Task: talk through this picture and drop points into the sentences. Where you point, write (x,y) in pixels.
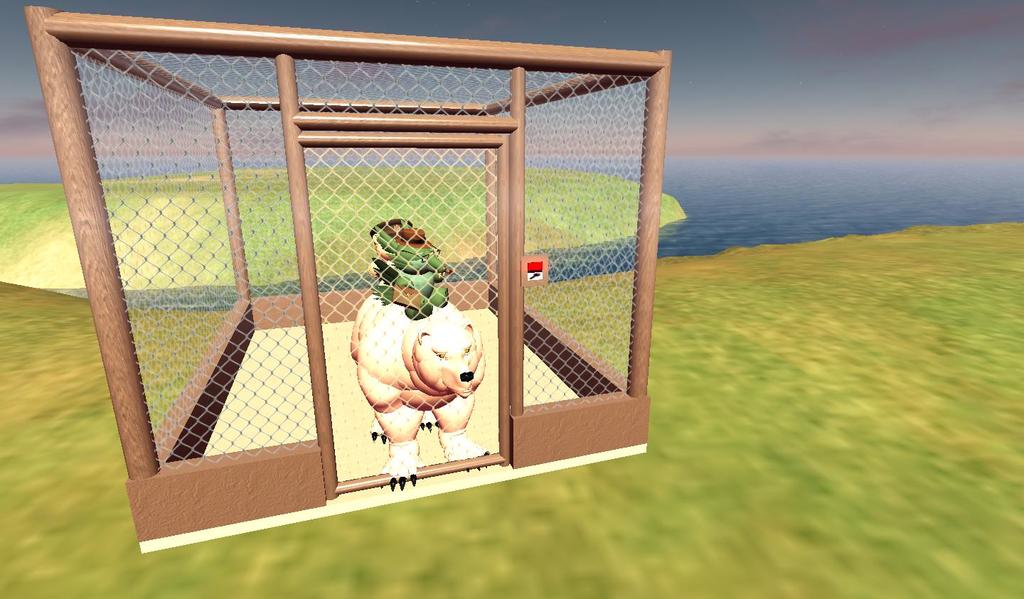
This is an animation and here we can see animals (369,322) inside the den (312,297) and in the background (747,191), there is water (749,191) and ground (782,309). At the top (767,52), there is sky (747,51).
